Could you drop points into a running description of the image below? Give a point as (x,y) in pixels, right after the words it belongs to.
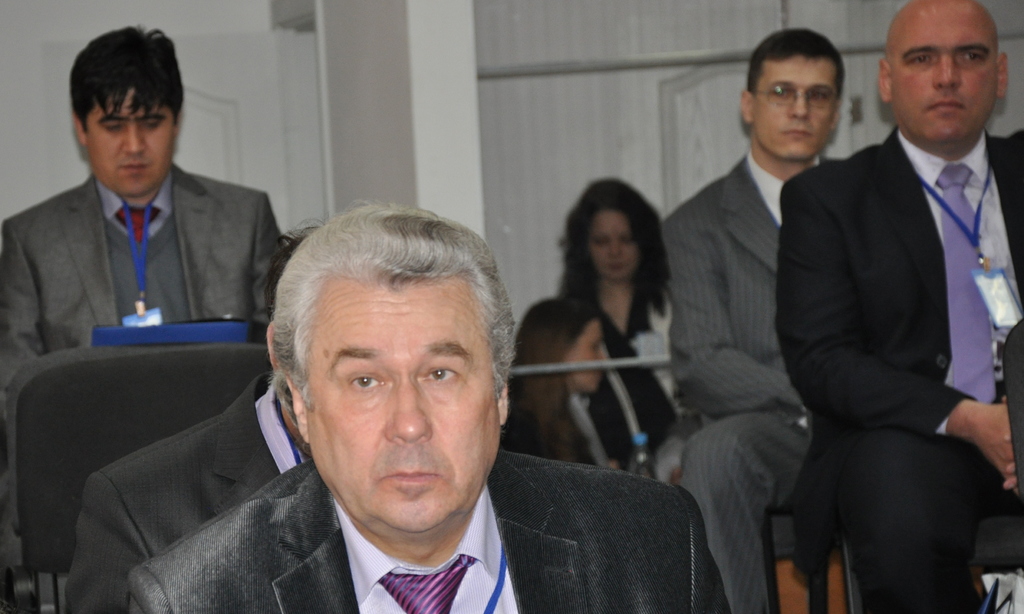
In this picture we can see some people (322,482) sitting here, in the background (532,291) there is a wall (415,162), these persons (420,327) wore suits (226,450).
